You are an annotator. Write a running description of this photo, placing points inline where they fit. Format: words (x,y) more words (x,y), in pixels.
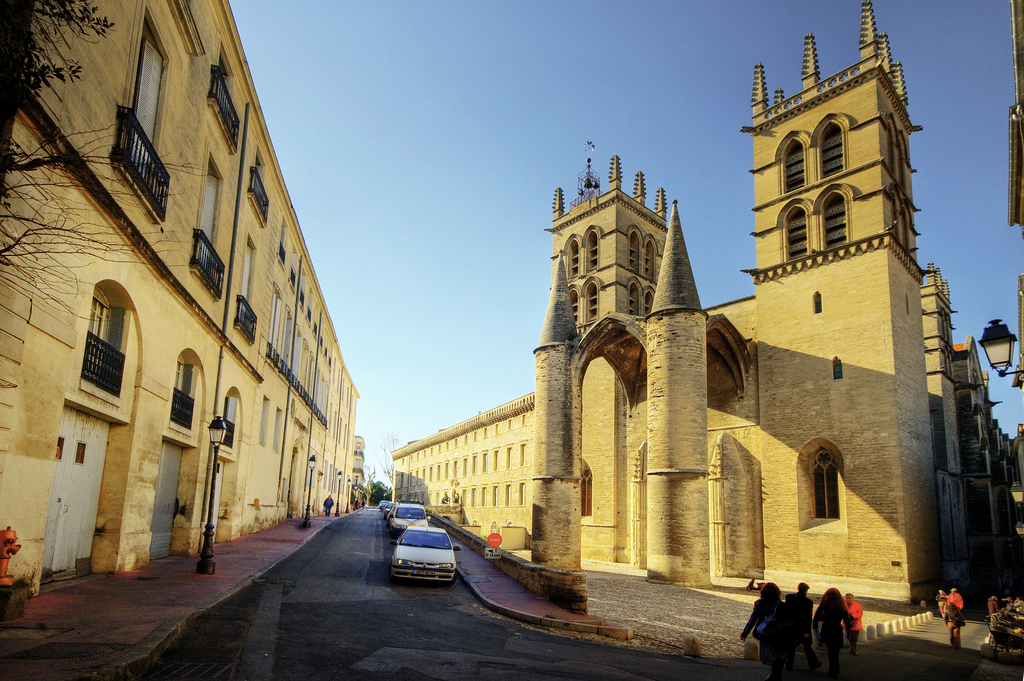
In this image we can see a few buildings (228,422), there are some trees (384,497), people (838,637), poles (212,528), lights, grille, windows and vehicles (426,572) on the road (388,612), also we can see a hydrant (9,532) and in the background (377,212), we can see the sky (417,212).
